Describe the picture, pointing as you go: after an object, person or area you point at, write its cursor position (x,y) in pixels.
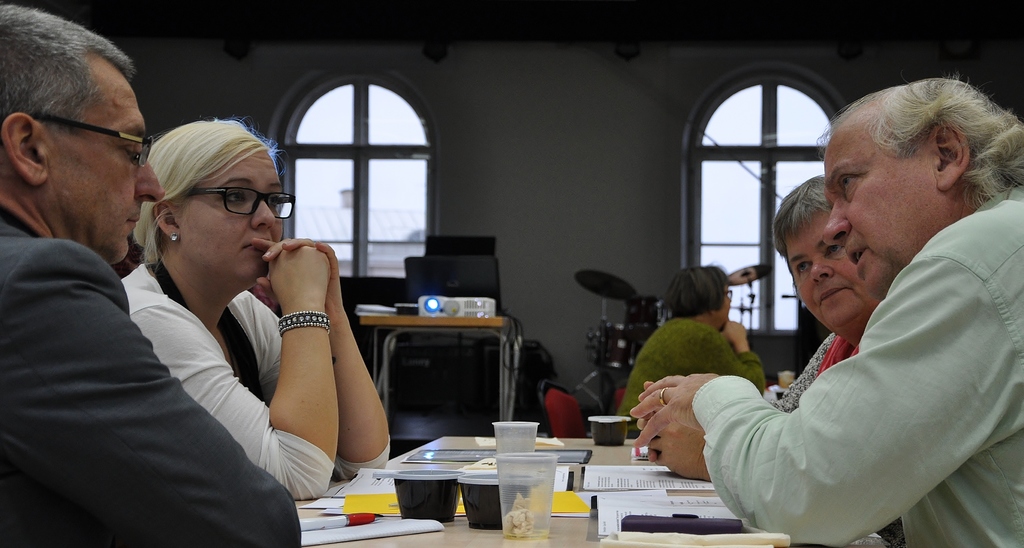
In this image we can see few people (948,407) sitting near the table (584,535). There are many objects (599,499) placed on the table (577,474) at the bottom of the image (538,461). We can see a projector (479,310) on the table (482,324). There are few musical instruments (620,331) in the image. A lady (694,340) is sitting on the chair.
